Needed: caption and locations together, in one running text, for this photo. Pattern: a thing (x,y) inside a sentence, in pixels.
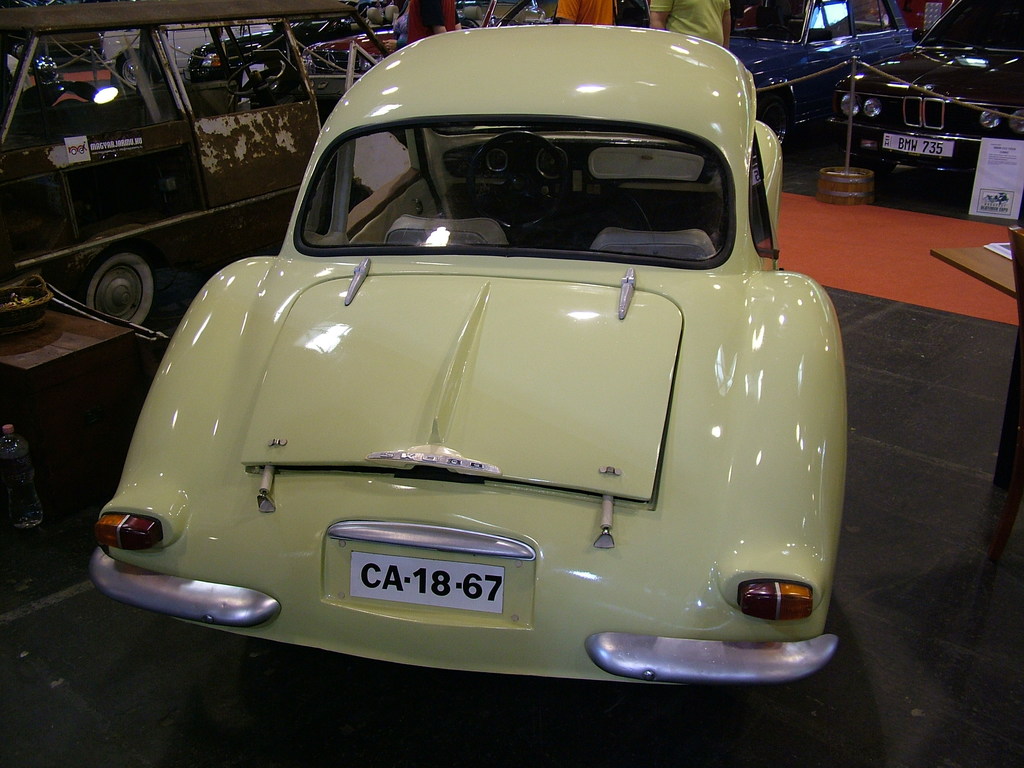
In this image in the middle (609,340), there is a car (607,351). At the bottom (892,528) there is a floor (944,349). In the background (806,94) there are cars (963,89), some people (656,27), posters (1005,189), poles (854,93) and board (994,162).
